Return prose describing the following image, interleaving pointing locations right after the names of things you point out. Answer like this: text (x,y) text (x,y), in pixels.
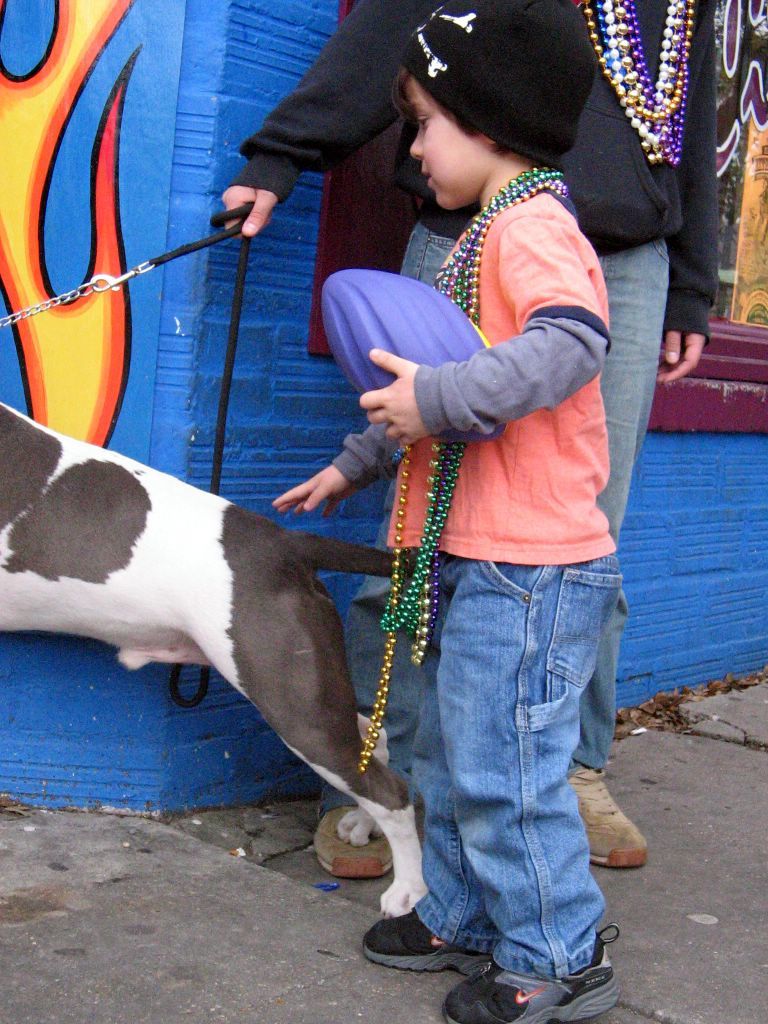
In this image, there is a boy (509,264) standing and wearing colorful clothes (598,383). This boy (435,760) is holding a ball (403,316) with his hands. There is a dog (197,573) in front of this boy (581,347). There is an another person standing in front of this wall (255,35).
